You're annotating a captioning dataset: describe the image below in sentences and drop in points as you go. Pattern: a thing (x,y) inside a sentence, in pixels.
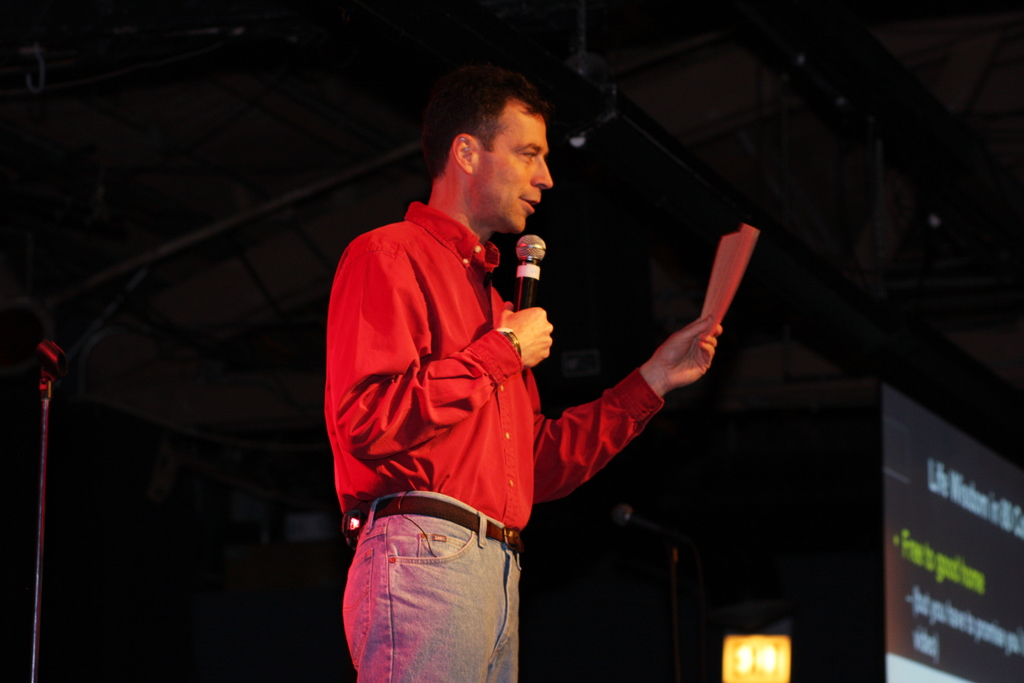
In the image there is a man (422,334) in red shirt (404,490) and grey jeans (433,641) talking on mic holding a paper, on the right side (929,582) there is a screen (941,479) and the background (639,653) is dark.
